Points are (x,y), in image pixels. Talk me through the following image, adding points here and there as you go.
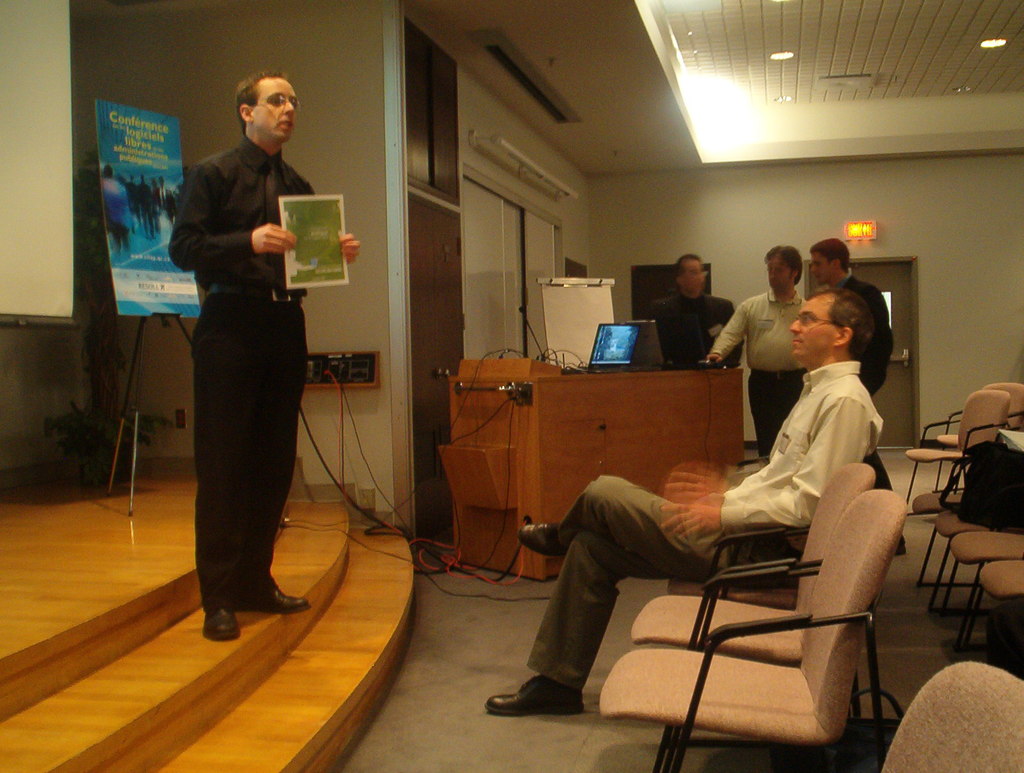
This picture is of inside the room (598,685). On the right (708,649) we can see there are many chairs (795,631) and there is a person (823,393) wearing white color shirt (799,465) and sitting on the chair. On the left (218,166) there is a man (242,183) wearing black color shirt (246,210), holding a paper (304,244) and standing on the steps (211,684), behind him we can see a poster (130,163) attached to the stand (141,331) and a projector screen (24,170). In the background (693,282) we can see group of people (720,299) standing and there is a table (632,419) on the top of which a microphone (525,315) and laptops (637,344) are placed and we can see the door (905,274) and the wall (998,215).
